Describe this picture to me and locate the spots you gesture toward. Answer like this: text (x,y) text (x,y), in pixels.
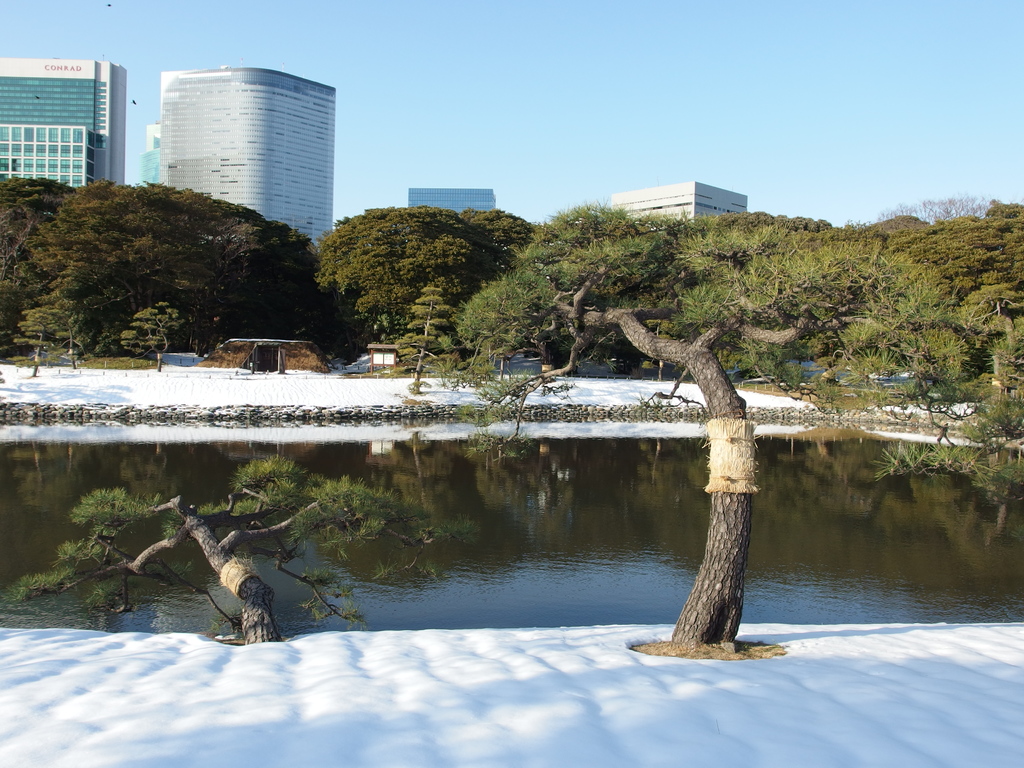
Here we can see two trees (354,620) and snow (392,681). In the background (383,576) there is water (642,430), snow (93,380), buildings (40,155), trees (238,252), glass doors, windows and sky (828,132).
